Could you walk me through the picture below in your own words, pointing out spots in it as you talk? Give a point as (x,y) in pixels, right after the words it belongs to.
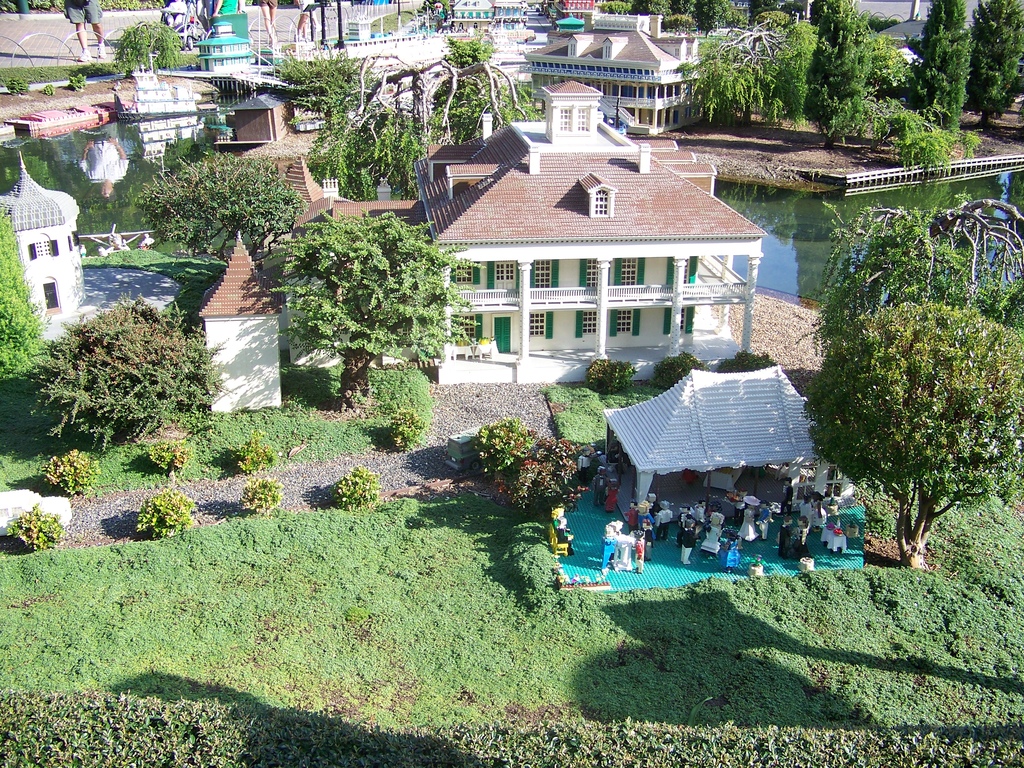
There are persons (754,520) gathered on the floor (593,547), which is covered with a carpet (583,569), near a shelter (665,416), plants (547,453) and tree (928,453) on the ground (638,602). Beside them, there is grass (793,662) and plants (104,732) on the ground (346,639). In the background (817,34), there are trees (780,24), buildings (593,152), a lake (771,220) and persons (88,14) standing on the road (72,30).
